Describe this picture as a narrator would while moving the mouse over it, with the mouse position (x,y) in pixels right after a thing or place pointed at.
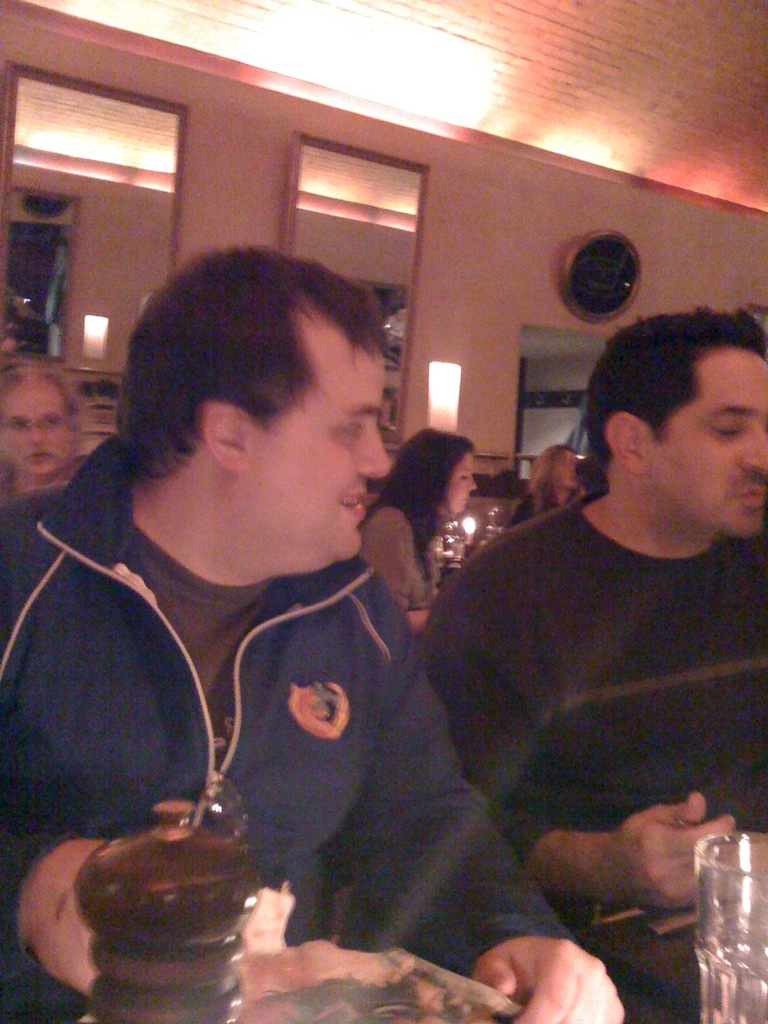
This picture shows the inner view of a building (609,212). There is one wall clock (595,260) hanged on the wall (524,277), some different objects (468,531) are on the table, some tables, two mirrors (308,223), some lights (439,378), some people (475,563) are sitting on chairs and some objects (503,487) are on the surface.
